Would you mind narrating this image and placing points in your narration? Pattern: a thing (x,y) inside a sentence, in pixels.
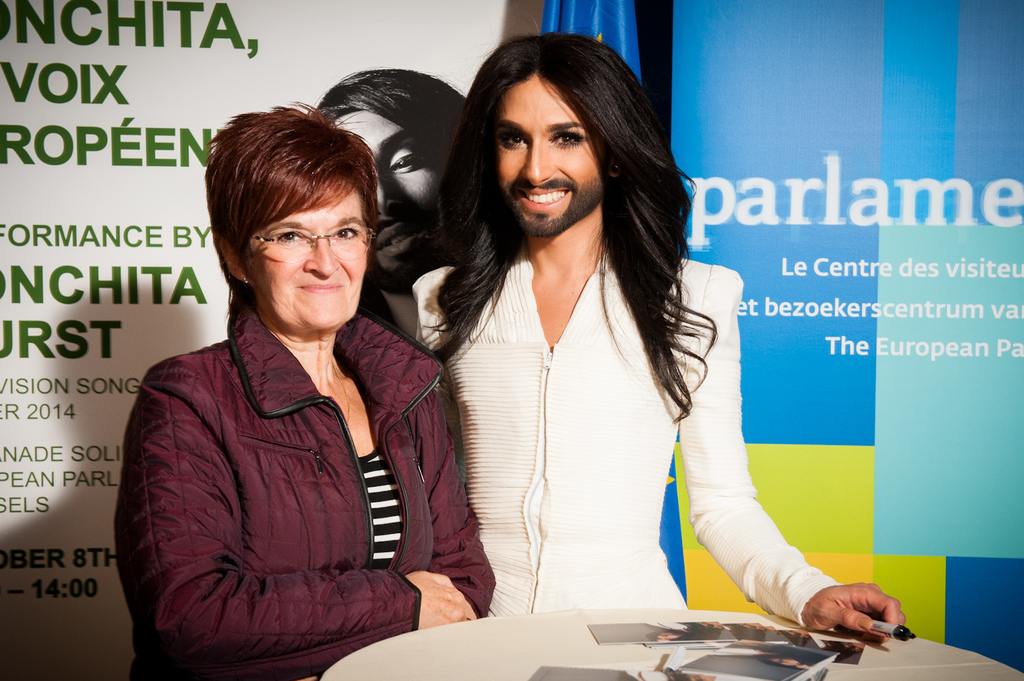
In this image there are two persons (492,449) standing, in front of them there is a table (955,665) on that table (945,673) there are photos (742,649), in the background (132,325) there are banners (793,226), on that banners (874,291) there is some text (911,257).
